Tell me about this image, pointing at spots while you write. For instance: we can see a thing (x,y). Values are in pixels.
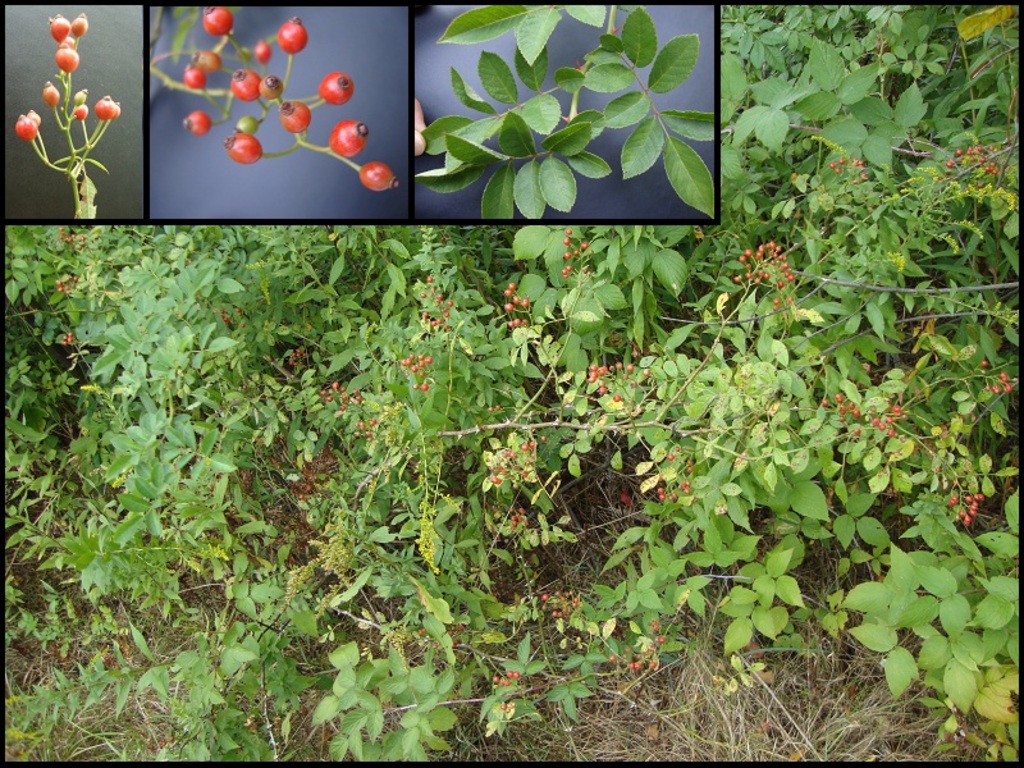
In this picture we can see berries (218,30), leaves (642,100), plants (471,279) and the grass (715,674).
